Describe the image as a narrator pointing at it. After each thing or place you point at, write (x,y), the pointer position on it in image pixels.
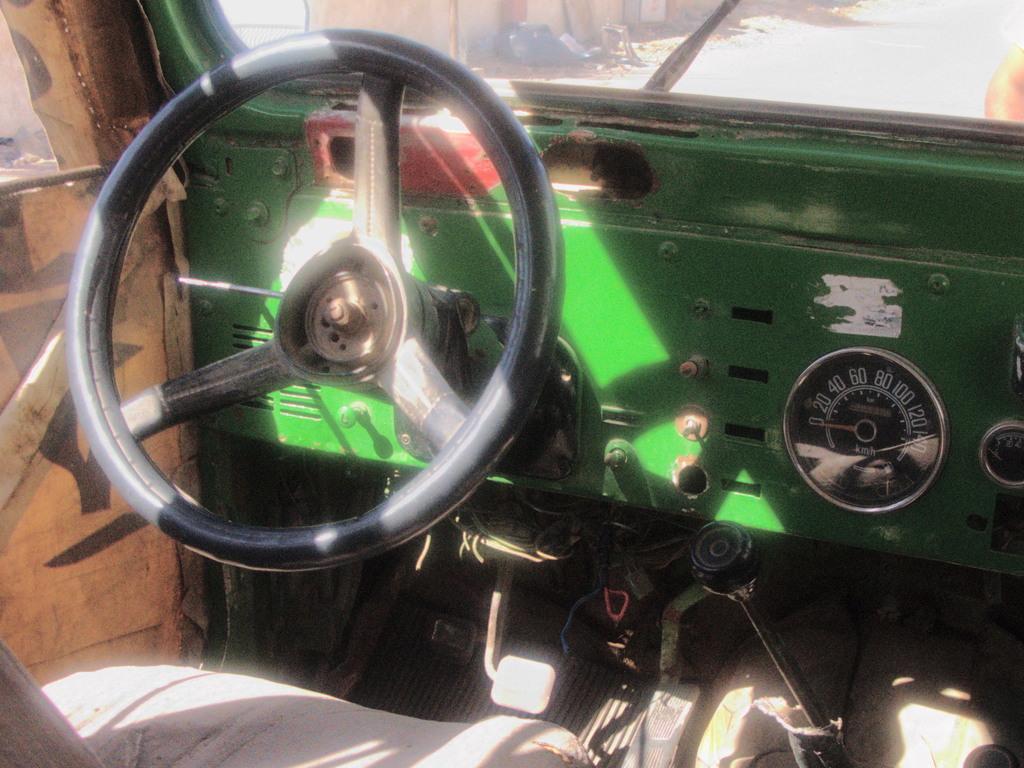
In this image we can see steering (501,375), speedometer (859,442), accelerator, mirror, road (713,65), seat (201,736) and door (42,262).
